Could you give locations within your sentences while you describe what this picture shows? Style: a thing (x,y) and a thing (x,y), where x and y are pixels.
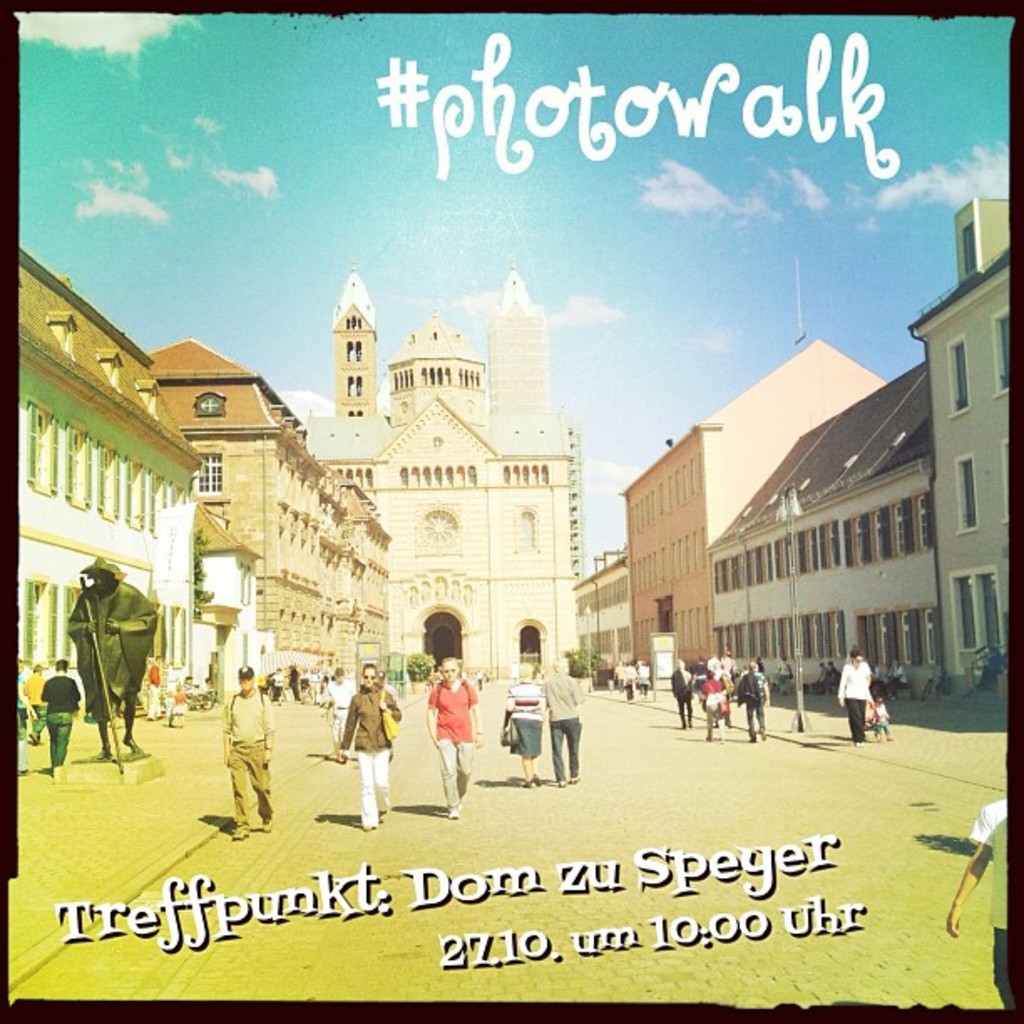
This picture consists of a poster (301,594). In this picture, we see the people (716,721) are standing. On the left side (97,626), we see the statue of a man (95,667). Beside that, we see the people (60,709) are standing. On either side of the picture, we see the poles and the buildings (853,592). In the background (411,429), we see the buildings (514,441) and trees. At the top (138,118), we see the sky (258,349) and the clouds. This might be an edited image.
